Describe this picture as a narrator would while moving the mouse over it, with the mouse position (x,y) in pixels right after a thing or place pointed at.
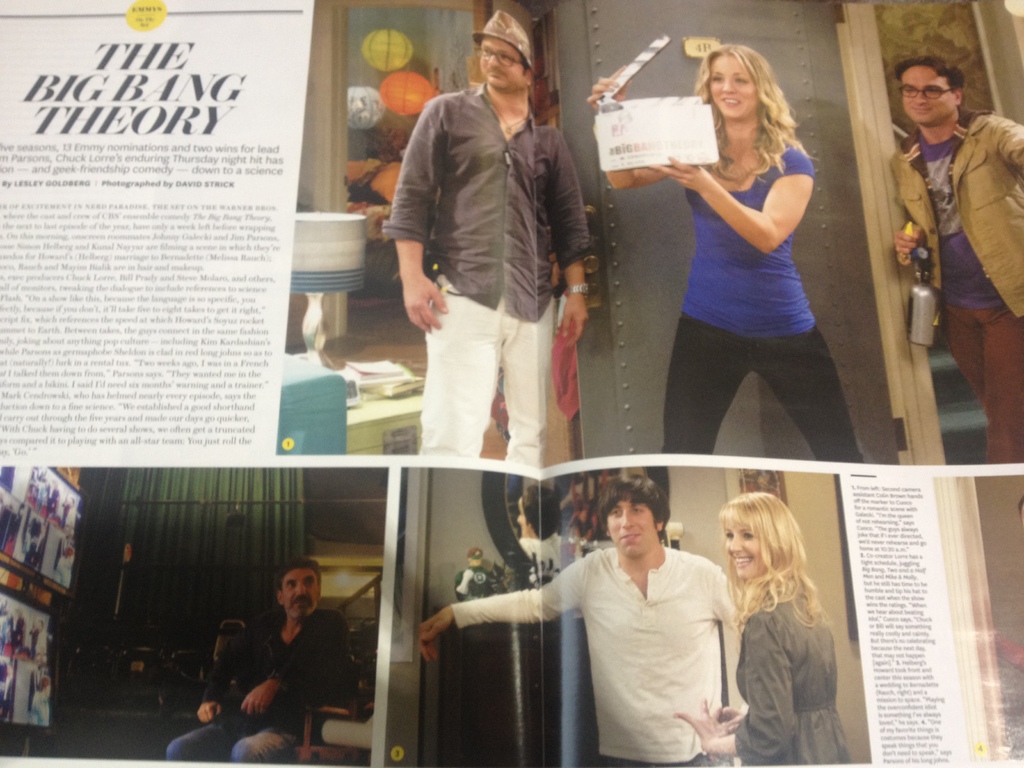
In this image we can see a collage of three pictures. In which group of people (753,296) is standing. One woman (751,152) wearing blue dress (729,287) is holding a board (685,145) in her hand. One person (475,250) is wearing a hat (510,26). In the background (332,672), we can see a person (335,688) sitting on a chair (341,710), group of lights (387,60).
